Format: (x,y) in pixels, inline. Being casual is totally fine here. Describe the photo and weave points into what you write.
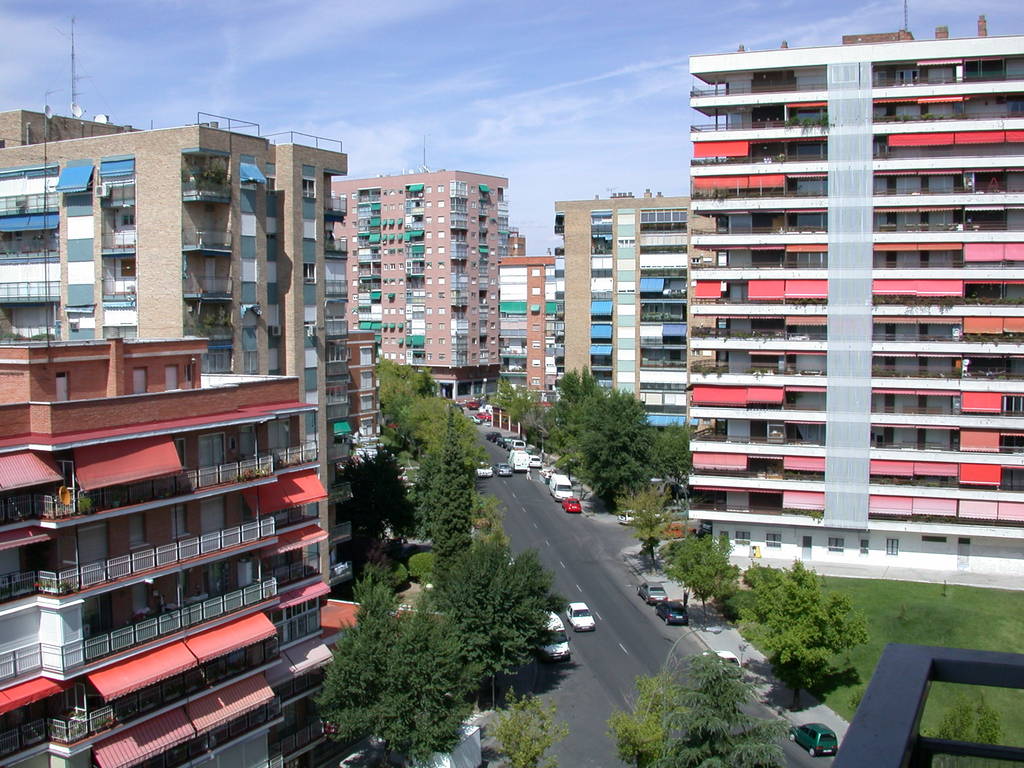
This is the picture of a city (298,455). In this image there are buildings (941,493) and trees (359,621) and there are vehicles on the road (576,586) and there are poles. At the top (283,86) there is sky (283,86) and there are clouds (487,94). At the bottom (895,626) there is a road (754,703) and there is grass (930,606).
